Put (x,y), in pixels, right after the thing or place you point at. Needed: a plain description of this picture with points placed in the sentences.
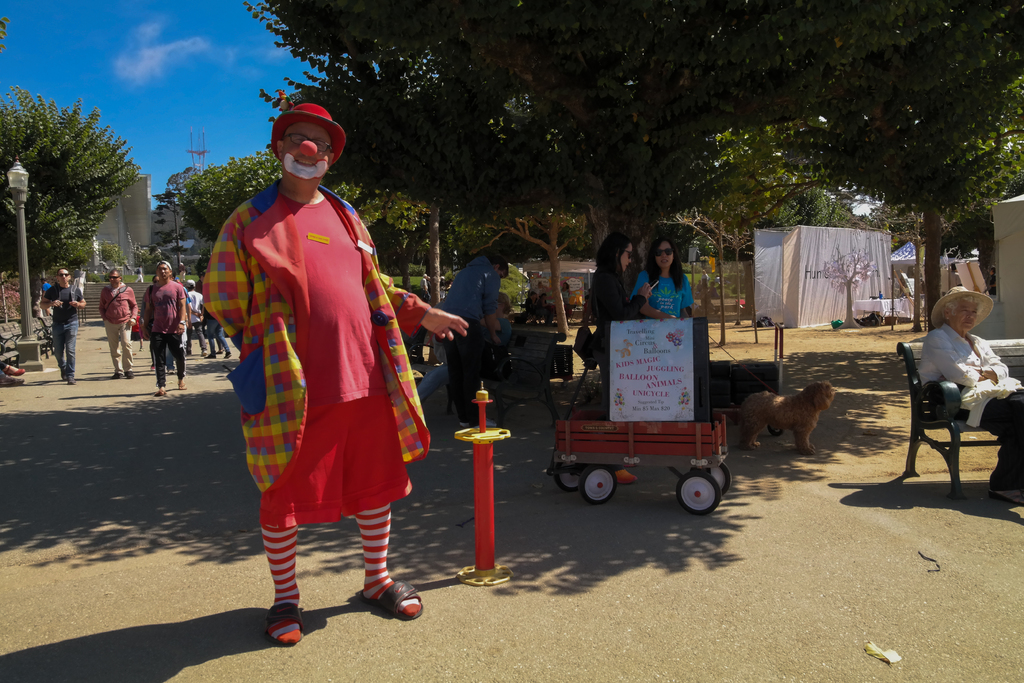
There are group of people (476,329) standing in the road (109,659) and the background there is tree (816,188), tent (837,246), street light (19,177), dog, building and sky (184,14).
